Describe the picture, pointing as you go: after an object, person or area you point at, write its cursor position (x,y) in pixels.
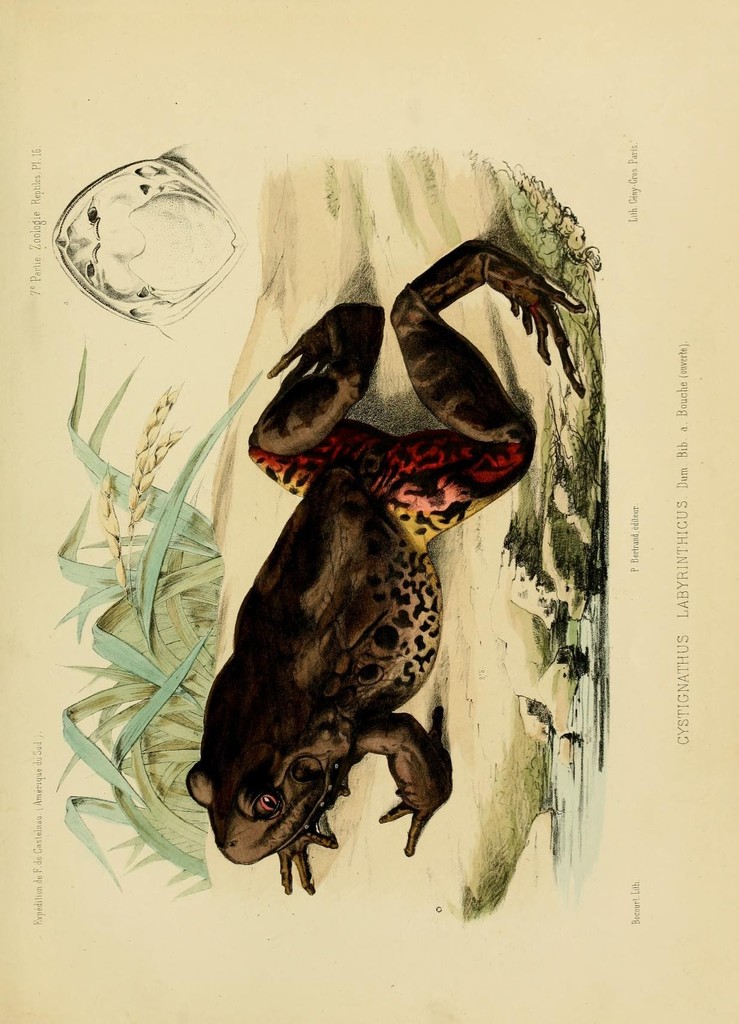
In this picture I can observe an art (270,662) of frog (312,656) in the paper (225,874). The frog (308,574) is in brown color. The paper (280,347) is in cream color.
